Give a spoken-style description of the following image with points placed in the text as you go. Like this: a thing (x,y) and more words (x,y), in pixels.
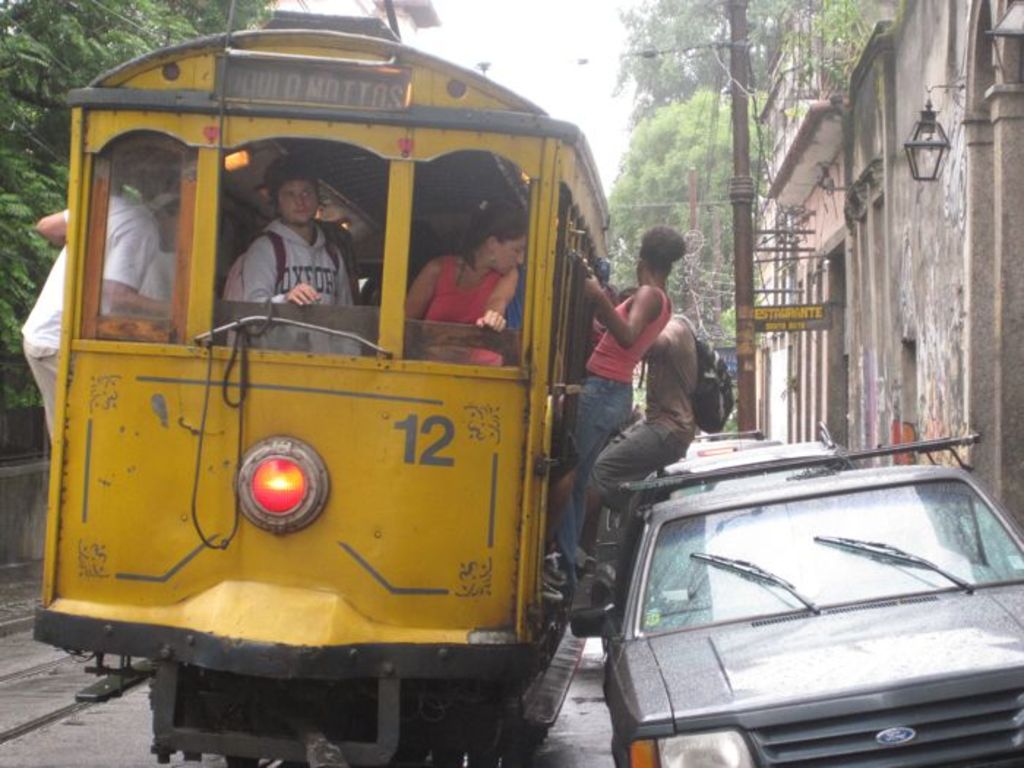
This looks like a tram (315,651) with the passengers (330,277). I think this is a car (748,583), which is parked. This is a building (869,285). I can see a current pole (748,371). These are the trees (44,159). I can see a lamp (913,154), which is attached to the wall (987,89).
